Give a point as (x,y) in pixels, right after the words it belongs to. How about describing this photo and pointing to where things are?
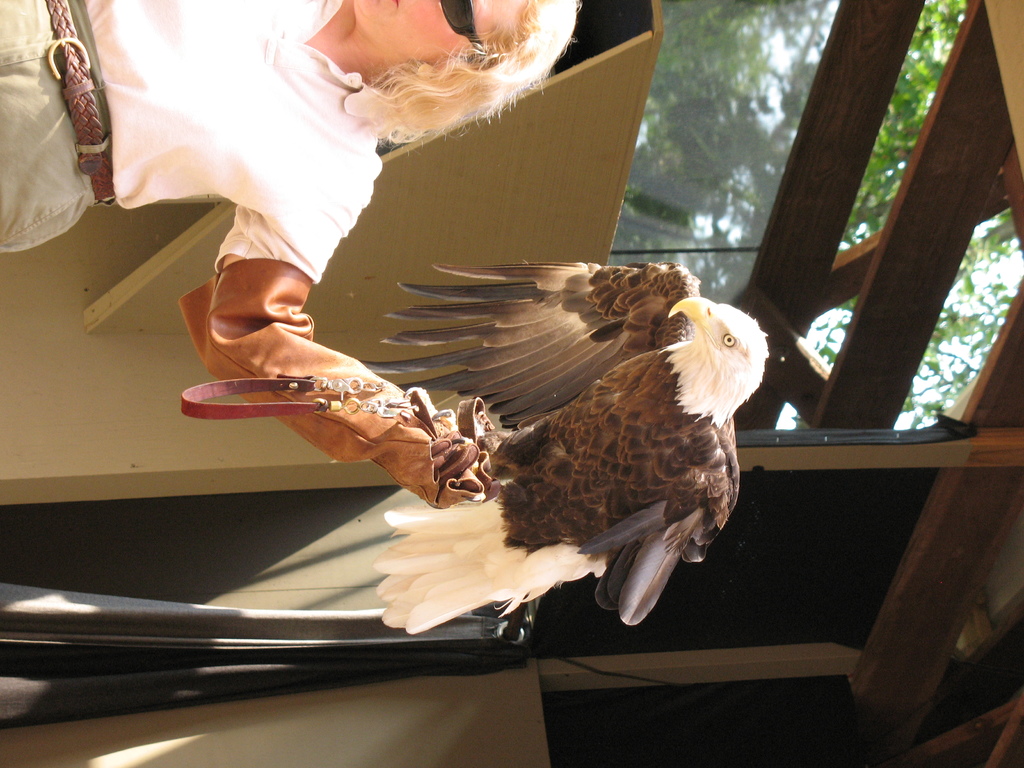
In this image I see a person (226,117) who is wearing white top (216,172) and I see that the person (436,57) is wearing black shades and I see an eagle (757,385) which is of brown, black and white in color and it is on the person's hand (419,488). In the background (839,288) I see the wooden boards (858,315) and I see the trees (752,129).
